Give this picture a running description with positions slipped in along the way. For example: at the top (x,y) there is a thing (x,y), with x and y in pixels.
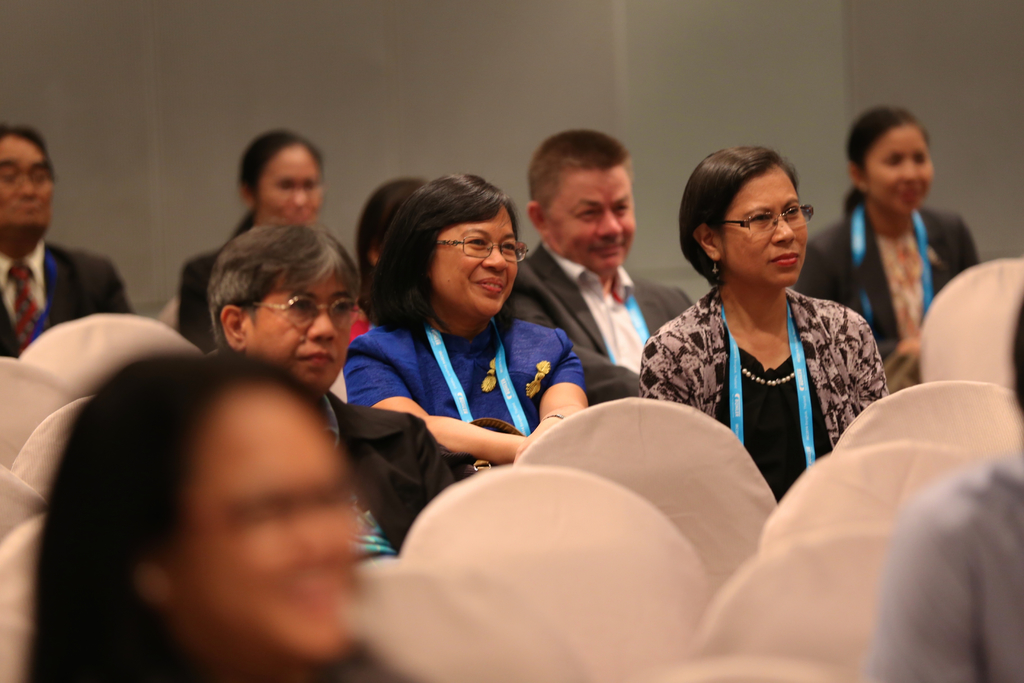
In this image we can see people (408,390) sitting on the chairs (42,467) and there is a wall (586,102) in the background (726,107).
